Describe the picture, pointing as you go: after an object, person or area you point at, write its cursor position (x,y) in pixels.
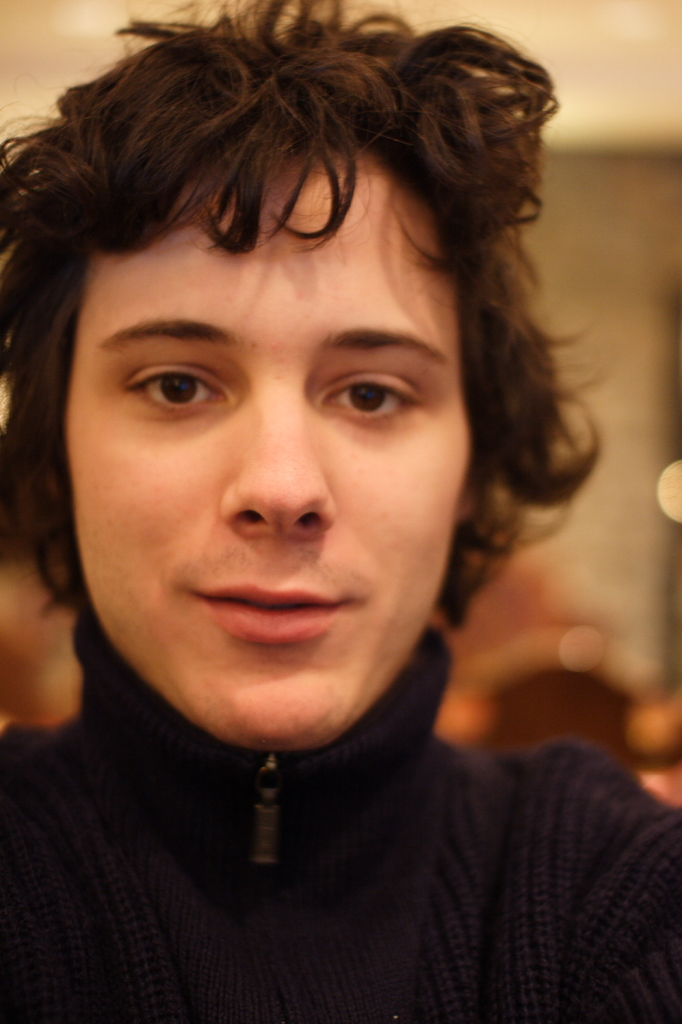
Here we can see a person (363,392) and in the background (467,6) the image is blur.
